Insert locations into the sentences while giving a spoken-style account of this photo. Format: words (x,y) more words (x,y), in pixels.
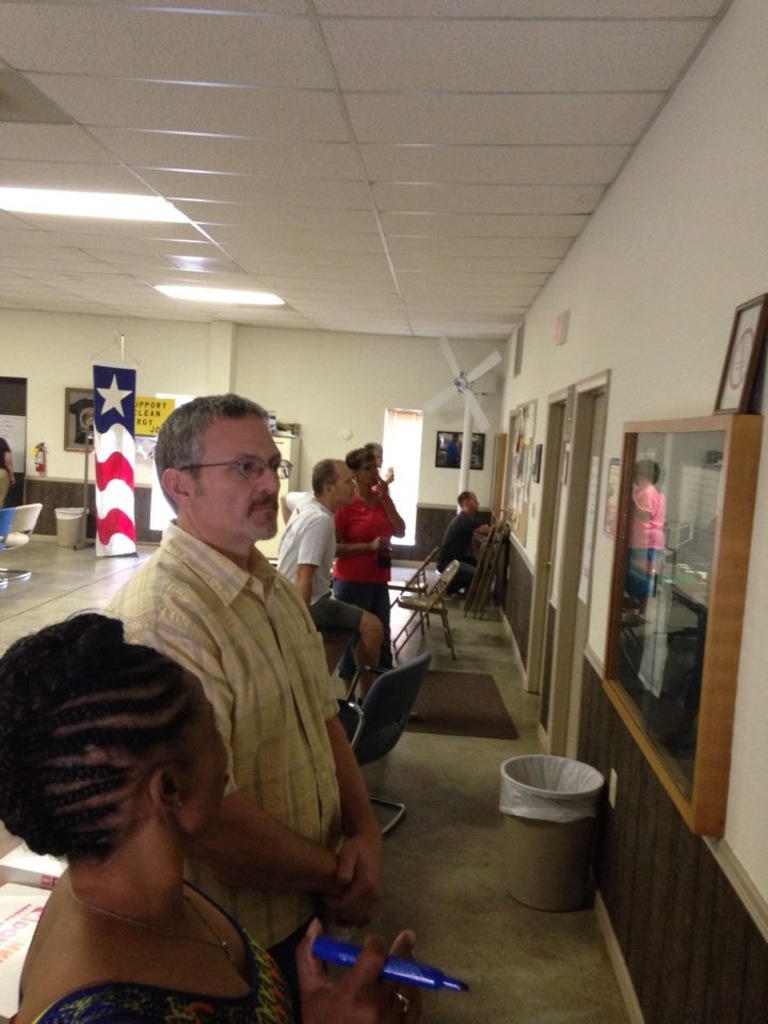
There are few persons (140,928). This is floor (496,948). There is a mat (477,691) and a bin (517,806). Here we can see chairs (402,695), tables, boards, frames (752,320), fan (475,368), banner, and lights (113,197). There are doors (572,534) and this is ceiling (325,169). In the background (550,326) we can see a wall (613,383).
